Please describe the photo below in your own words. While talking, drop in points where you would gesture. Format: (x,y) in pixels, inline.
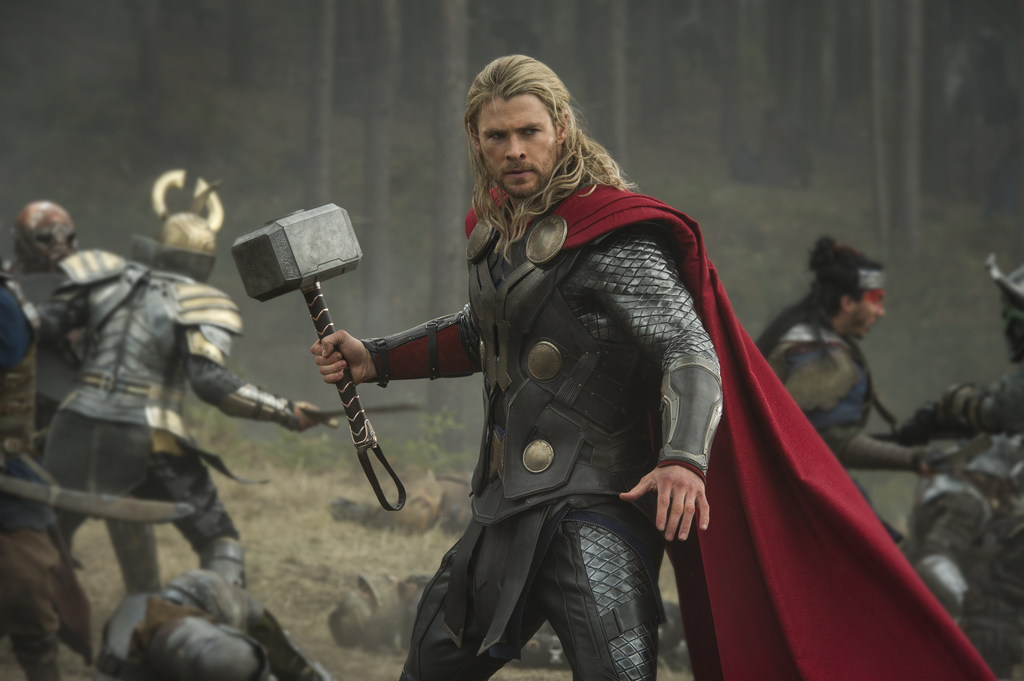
In this image, we can see people (546,216) wearing armor (421,349) and are holding objects (374,444) and there is a man (184,240) wearing helmet (203,240). In the background (714,101), there are trees (746,107).
